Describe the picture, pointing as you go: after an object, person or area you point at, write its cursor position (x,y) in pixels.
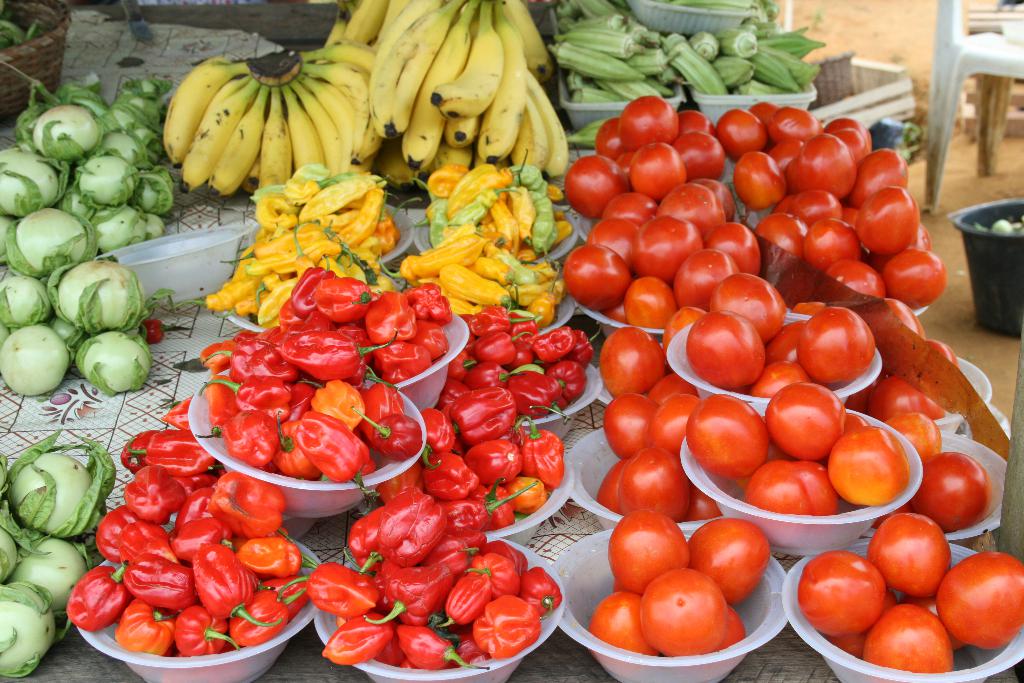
In the image we can see there are a variety of vegetables (252,384) and we can see bananas (197,115). Here we can see bowls (681,662) and in the bowl (793,578) there are vegetable (655,559) kept. Here we can see the bucket (973,260), chair (946,133) and the wooden basket (41,58).
